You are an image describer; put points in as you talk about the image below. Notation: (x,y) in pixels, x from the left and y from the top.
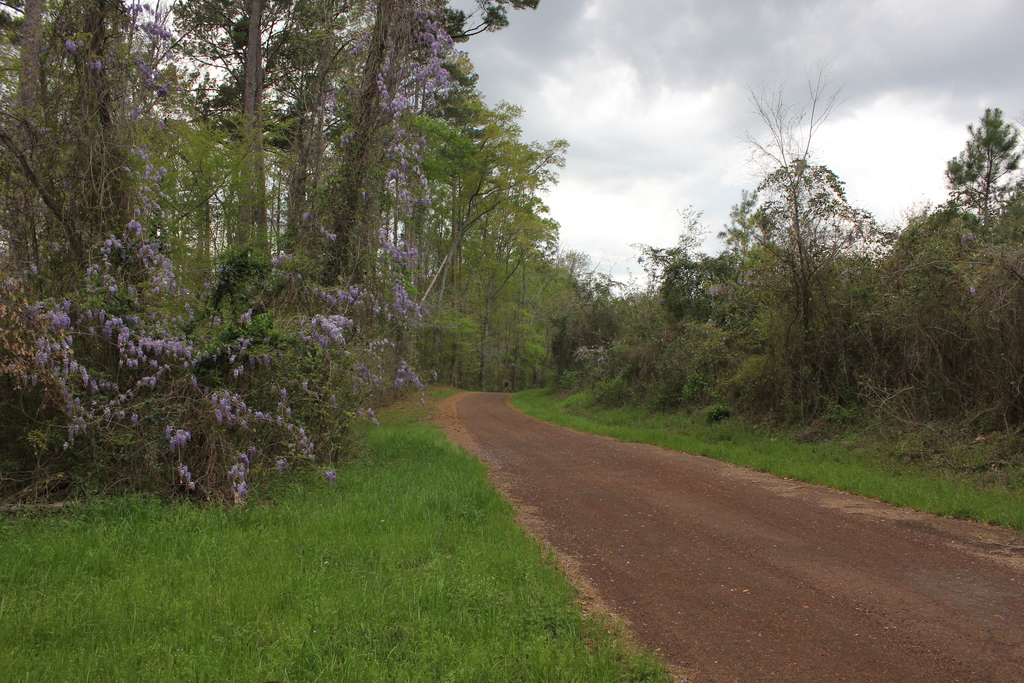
In this image on the right side (936,398) and left side (319,387) there are some plants (376,338), trees (656,361) and grass (315,550). At the bottom (722,532) there is walkway (683,536), at the top (921,20) there is sky (726,81).
